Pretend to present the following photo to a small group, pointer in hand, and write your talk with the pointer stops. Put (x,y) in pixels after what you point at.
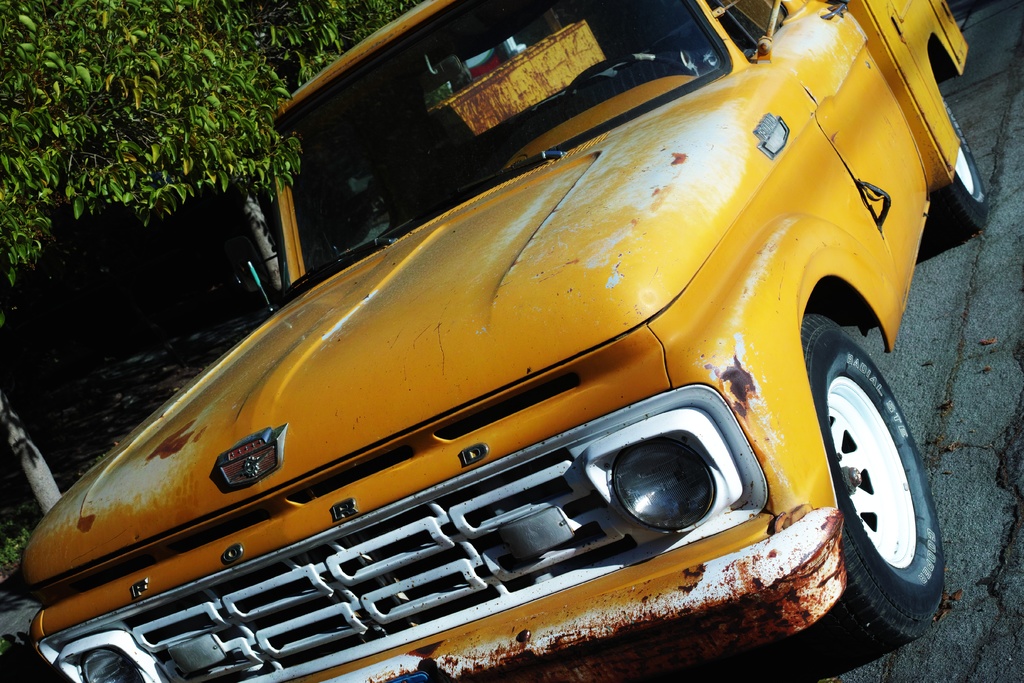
There is a vehicle (691,369) in the foreground area of the image (400,268) and there are trees (194,185) in the background (237,96).
